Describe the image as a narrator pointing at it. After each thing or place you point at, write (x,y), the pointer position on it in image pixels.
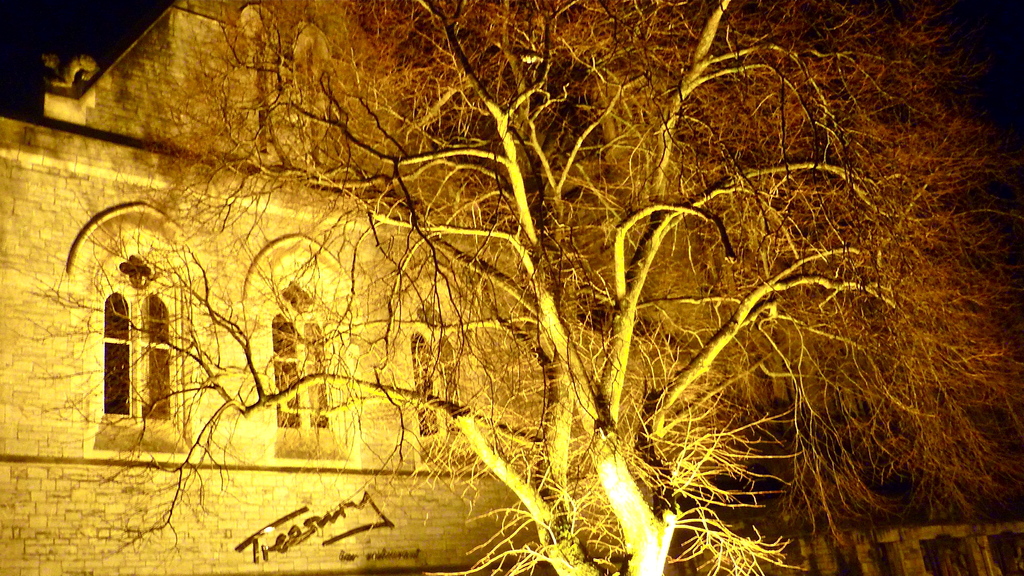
In this image we can see one building (251,520) with glass windows (164,309), some text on the building wall (127,292), some lights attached to the building (258,205), one big tree (647,351) and one wall (969,528) with pillars (868,552).
